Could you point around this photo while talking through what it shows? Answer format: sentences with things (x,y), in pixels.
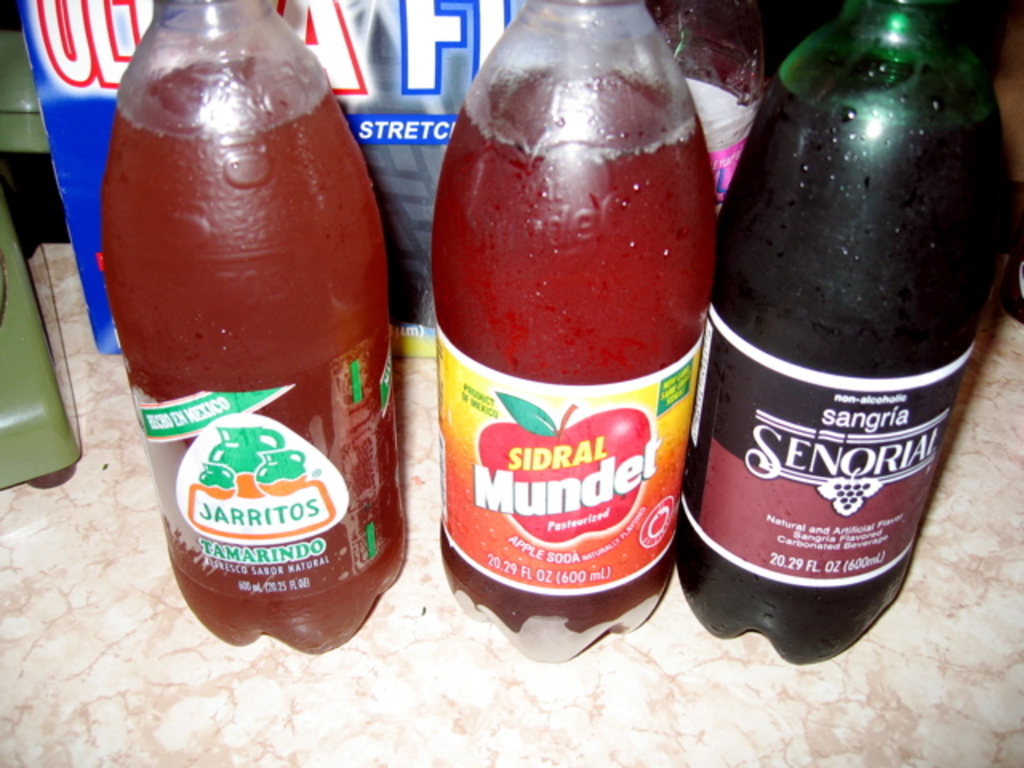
In the image there is a table (45,266). On table (72,269) we can see three bottles (504,351), on one it is labelled as tamarindo. In background (77,86) there is a blue color box (74,98).
